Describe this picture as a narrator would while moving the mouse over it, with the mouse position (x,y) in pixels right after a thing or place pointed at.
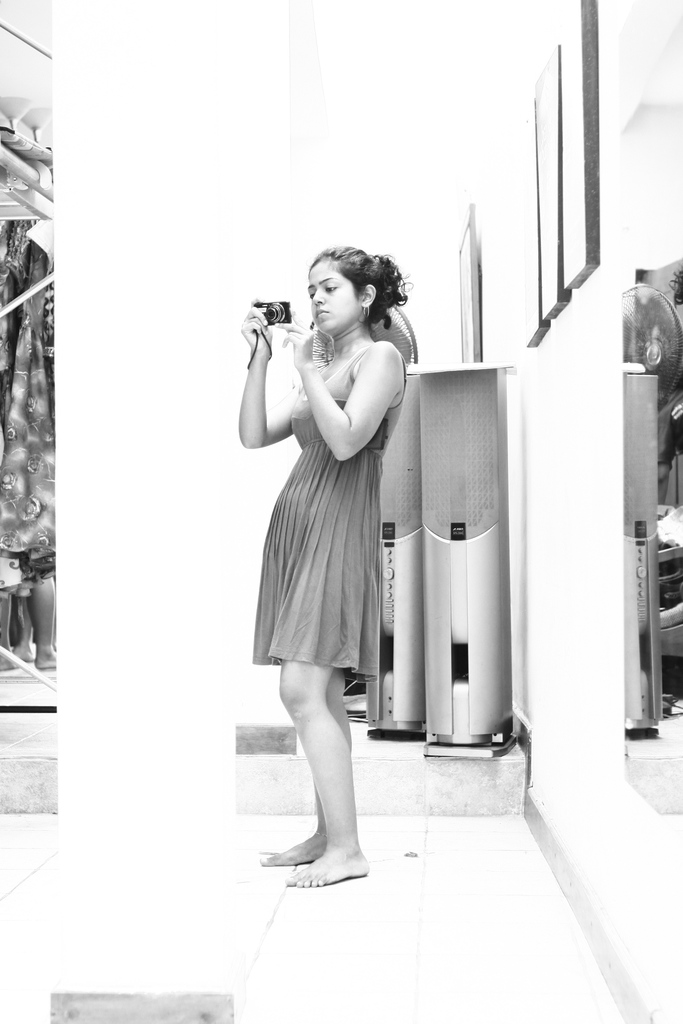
This is a black and white picture where we can see a woman (338,537) wearing dress (329,537) is standing here and holding a camera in her hands (248,324). On the left side of the image (14,544), we can see some objects (10,449) and on the right side of the image (592,180) we can see photo frames (474,322) to the wall (616,239), we can see some objects (457,618) and a mirror (638,629) to the wall (616,619).
